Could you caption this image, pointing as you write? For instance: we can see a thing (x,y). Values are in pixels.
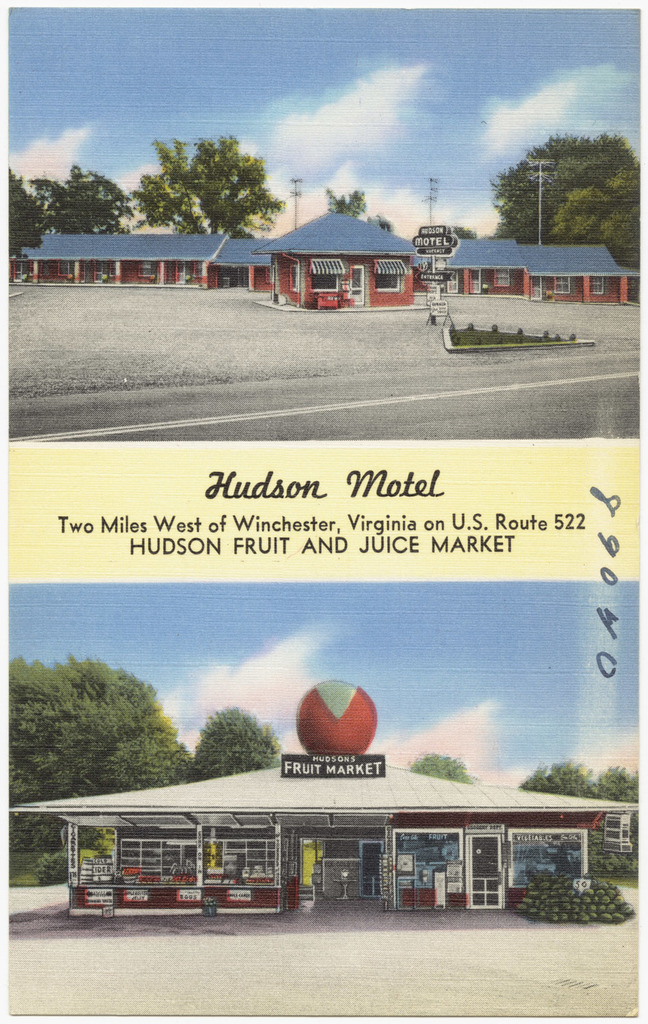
In this picture we can see poster (299,608), in this poster (328,526) we can see houses (306,300), boards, trees (269,763), sky (387,172) with clouds (393,212), poles (295,188) and some text (393,528).
